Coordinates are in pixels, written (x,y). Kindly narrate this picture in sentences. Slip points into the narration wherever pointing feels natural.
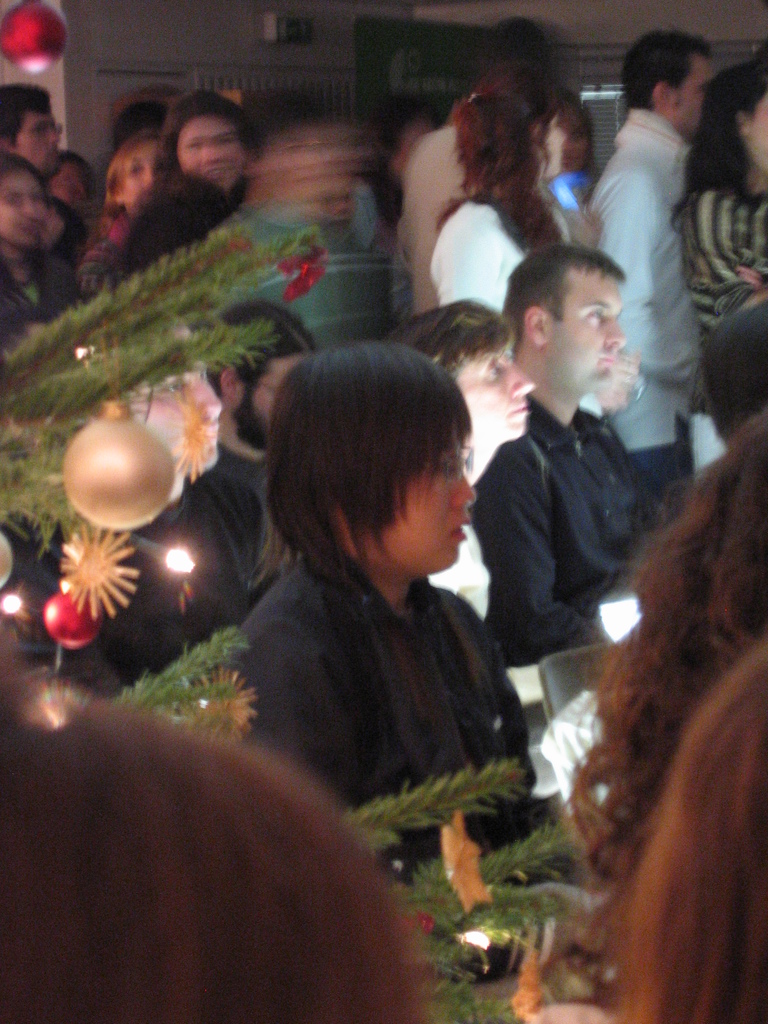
In the center of the image (468,462) we can see a few people (361,603) are sitting and a few people (414,273) are standing. And we can see a part of the Xmas tree (37,399) with some decorative items (94,439) on it. In the background (304,79), we can see some objects (383,89).
